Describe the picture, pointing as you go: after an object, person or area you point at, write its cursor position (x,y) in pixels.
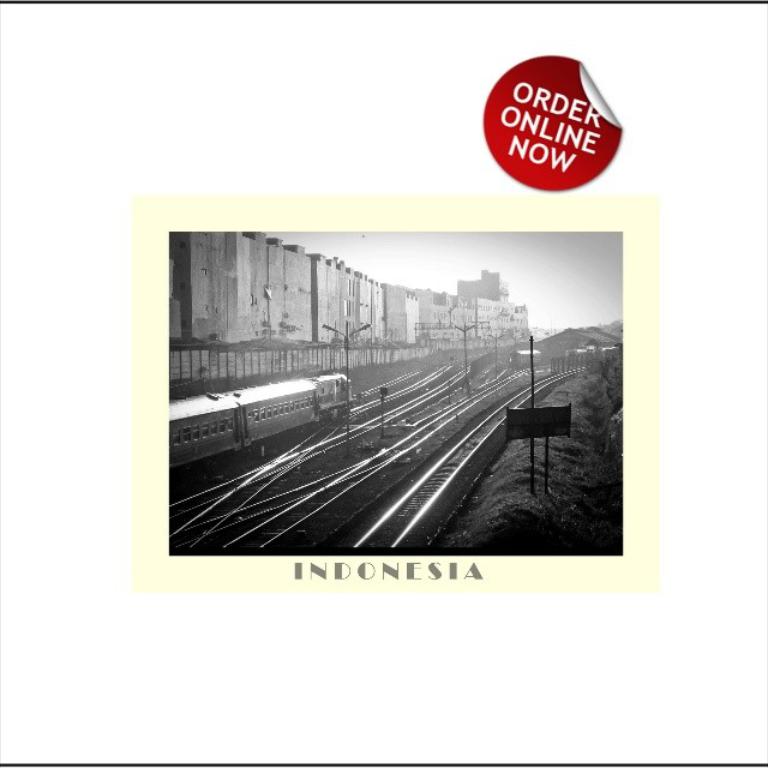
In the image we can see the poster (556,422), in the poster (546,434) we can see black and white picture (400,413) of the train (311,383) on the train track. Here we can see buildings (318,339), text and the sky (552,272).
